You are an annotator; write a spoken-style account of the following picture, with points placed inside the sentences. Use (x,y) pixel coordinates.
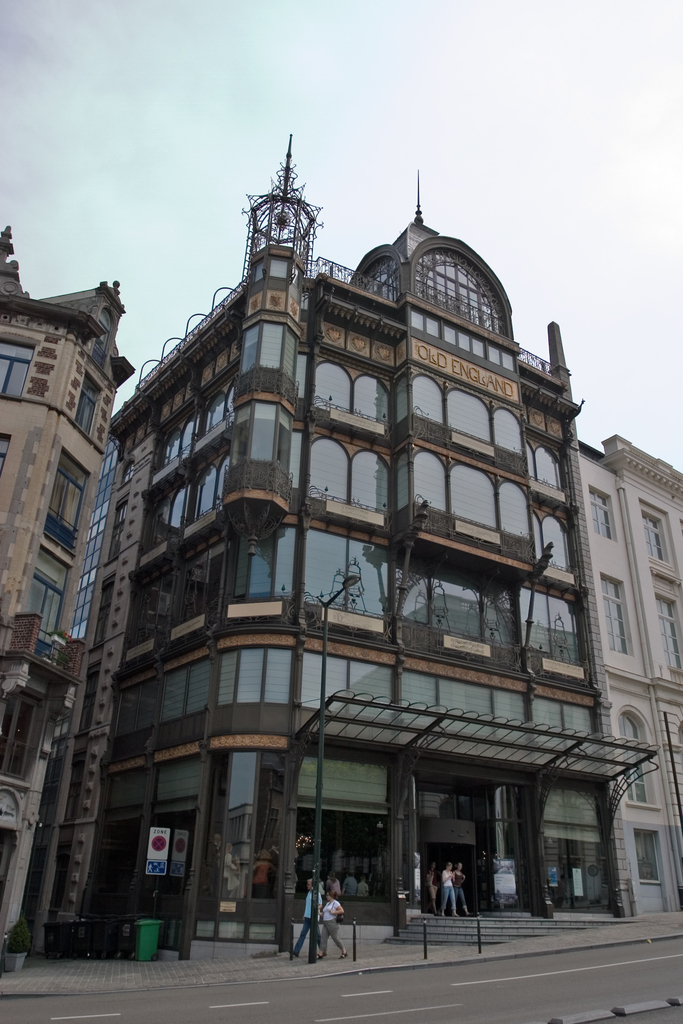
In the image we can see there are buildings (305,600) and these are the windows (72,534) of the buildings (531,580). There are even people (329,912) walking and they are wearing clothes (332,903). This is a road (527,989), white lines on the road (299,1011), trash bin (155,930), pole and a sky (316,66).
